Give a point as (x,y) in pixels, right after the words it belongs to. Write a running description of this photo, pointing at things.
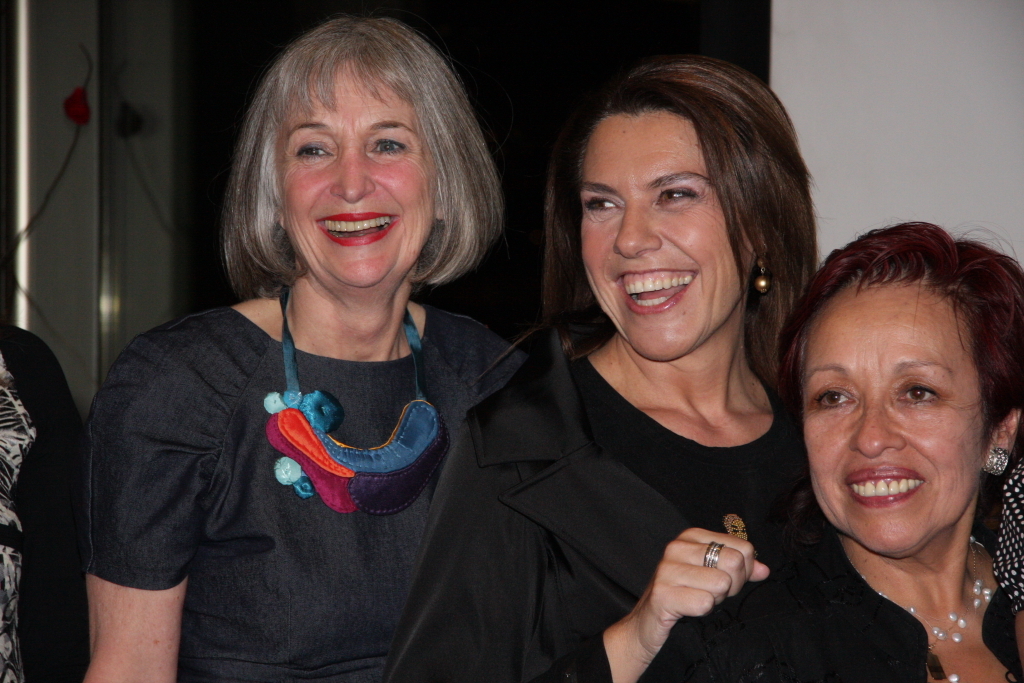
In this picture I can see 3 women (612,285) in front (372,419) who are wearing black color dress (448,416) and I see that they're smiling. In the background (523,274) I can see the white color wall (1018,166) on the right (823,137) and it is dark in the center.
